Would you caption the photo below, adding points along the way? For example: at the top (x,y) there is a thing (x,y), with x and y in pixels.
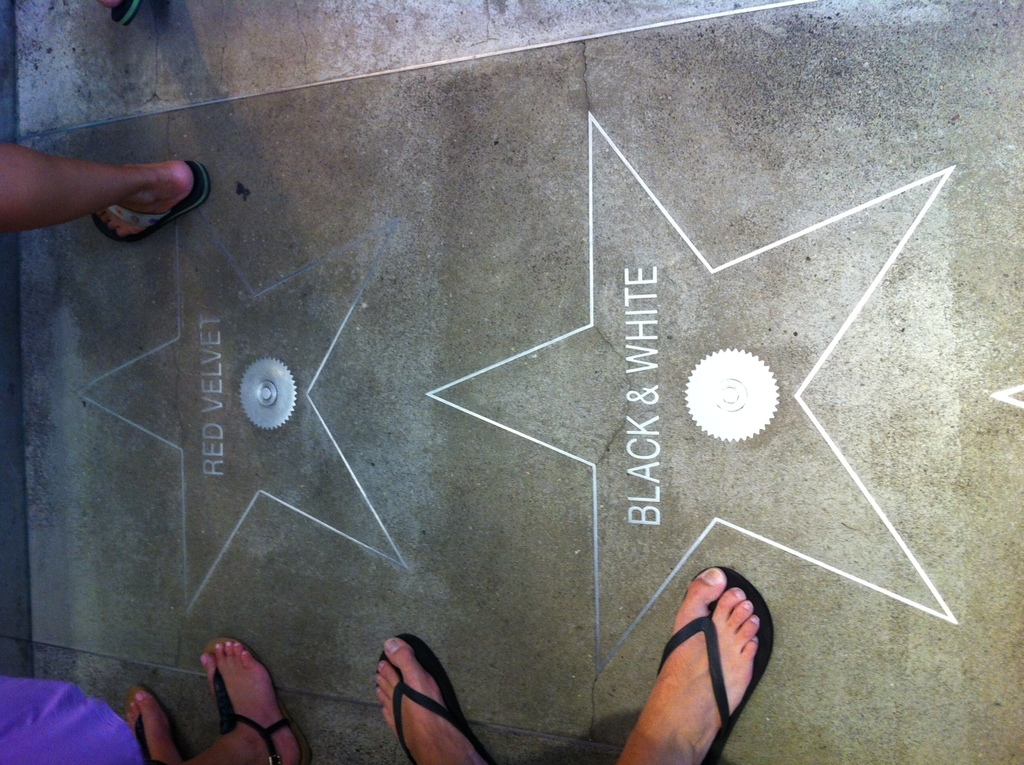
In this image, we can see persons legs (432,715). There are star designs (332,470) in the middle of the image (620,359).
